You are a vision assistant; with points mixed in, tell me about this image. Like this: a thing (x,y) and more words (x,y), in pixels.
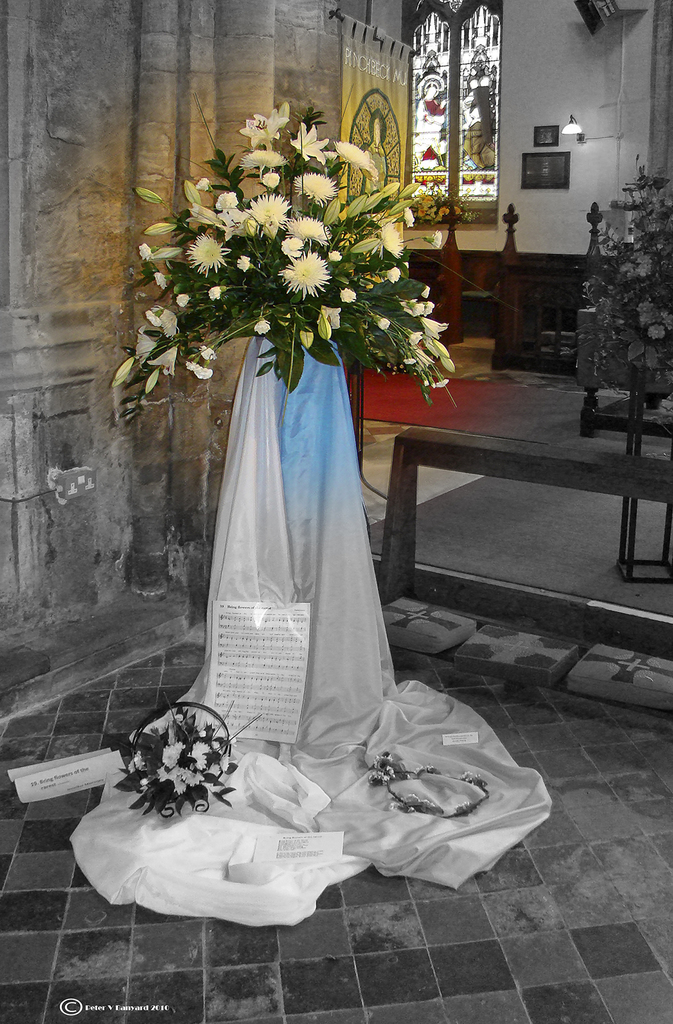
In this picture we can see the inside view of a building (186,695). Inside the building (452,524), there is a cloth (178,858) on an object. On the cloth (292,499), there are papers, a decorative plant (247,312) and other things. Behind the decorative plant (276,226), there is a banner (358,114) and a stained glass window (426,117). On the right side of the stained glass window (443,140), there is a lamp (575,119) and some objects (551,131) are attached to a wall (563,122). On the right side of the image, there are some objects (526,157).
